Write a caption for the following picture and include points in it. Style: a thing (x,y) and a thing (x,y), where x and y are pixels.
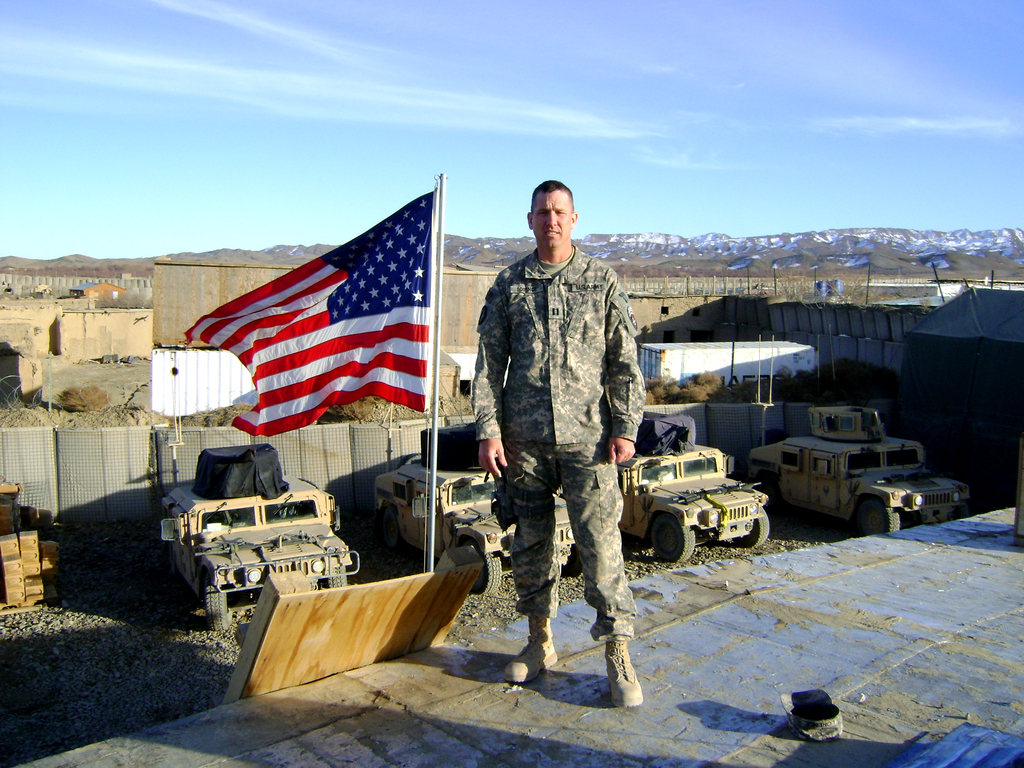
In the picture I can see a person (477,368) wearing army uniform (549,528) and shoes (635,693) is standing here. Here we can see the wooden plank (319,596), a flag (406,265) to the pole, vehicles (177,541), the wall (363,467), containers (152,402), mountains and the sky (326,95) in the background (620,122). Here we can see the cap (794,702) on the ground (752,714).
